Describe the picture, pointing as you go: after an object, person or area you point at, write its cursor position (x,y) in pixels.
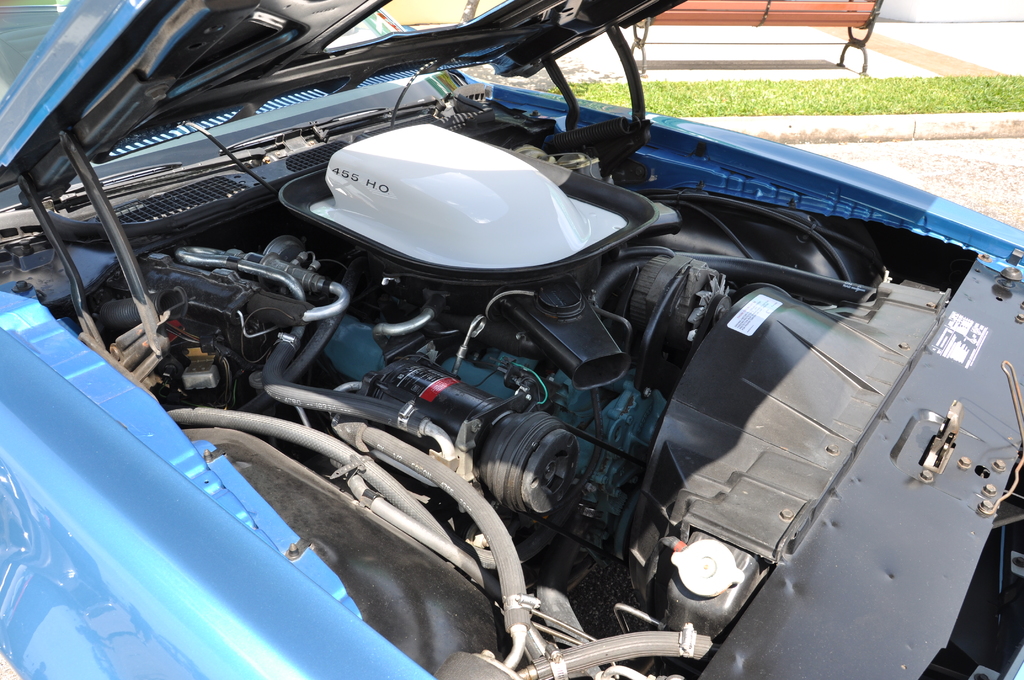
In this image we can see internal parts (409,389) of a car (618,285). In the background (851,17) there is a bench (663,21) and grass (766,81).
